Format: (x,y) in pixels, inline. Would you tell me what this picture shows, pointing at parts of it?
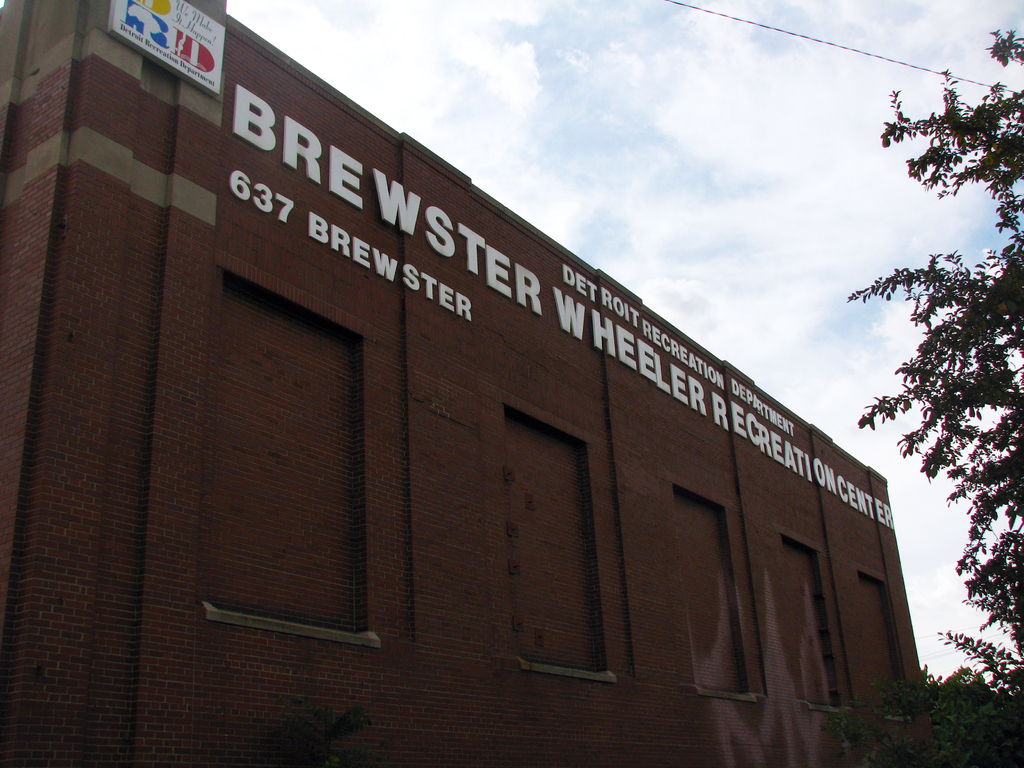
In the center of the image (464,367) there is a building (568,699). On the right (965,704) we can see a tree (951,730). At the top (508,45) there is sky (678,160) and we can see a wire (809,41).
